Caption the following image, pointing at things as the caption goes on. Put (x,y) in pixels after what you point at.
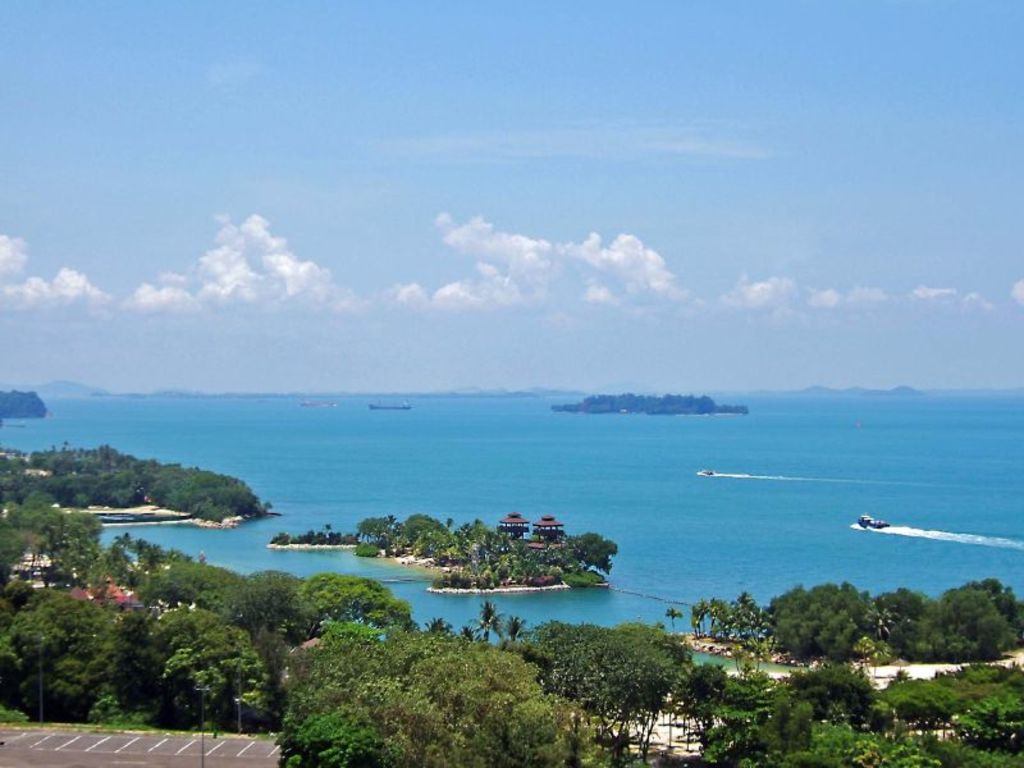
In this image there are trees (321,605), lamp posts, parking lot (144,734), houses (74,596), islands (359,552) in the water (464,516) and there are boats (713,473) in the sea (458,424), at the top of the image (482,251) there are clouds (71,279) in the sky (293,320).
